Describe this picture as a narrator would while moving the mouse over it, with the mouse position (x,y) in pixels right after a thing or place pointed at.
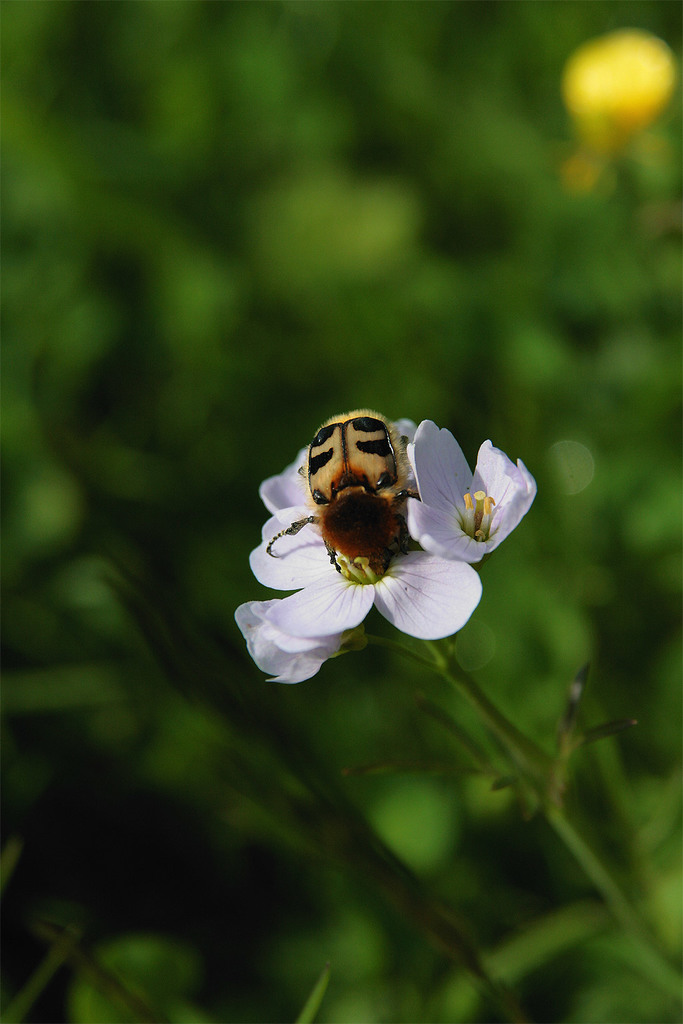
In this image we can see a plant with flowers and there is an insect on the flower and in the background (535,81) the image is blurred.
